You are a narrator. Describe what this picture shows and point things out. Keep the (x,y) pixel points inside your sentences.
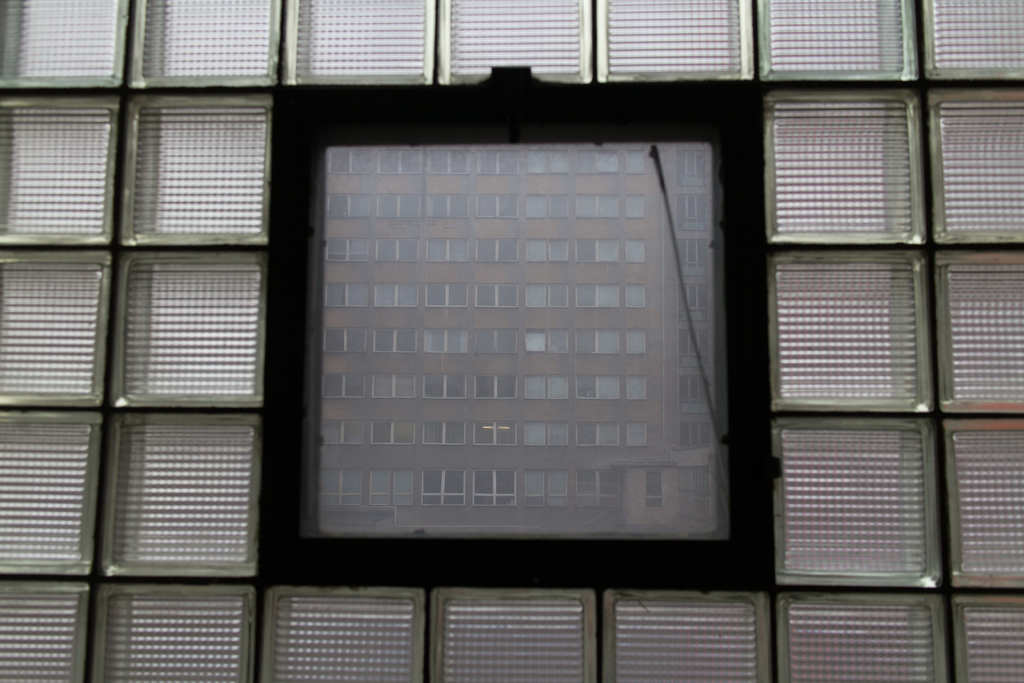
In this image, this looks like a glass block wall (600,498). I can see the building (584,238) with the windows (526,471).
